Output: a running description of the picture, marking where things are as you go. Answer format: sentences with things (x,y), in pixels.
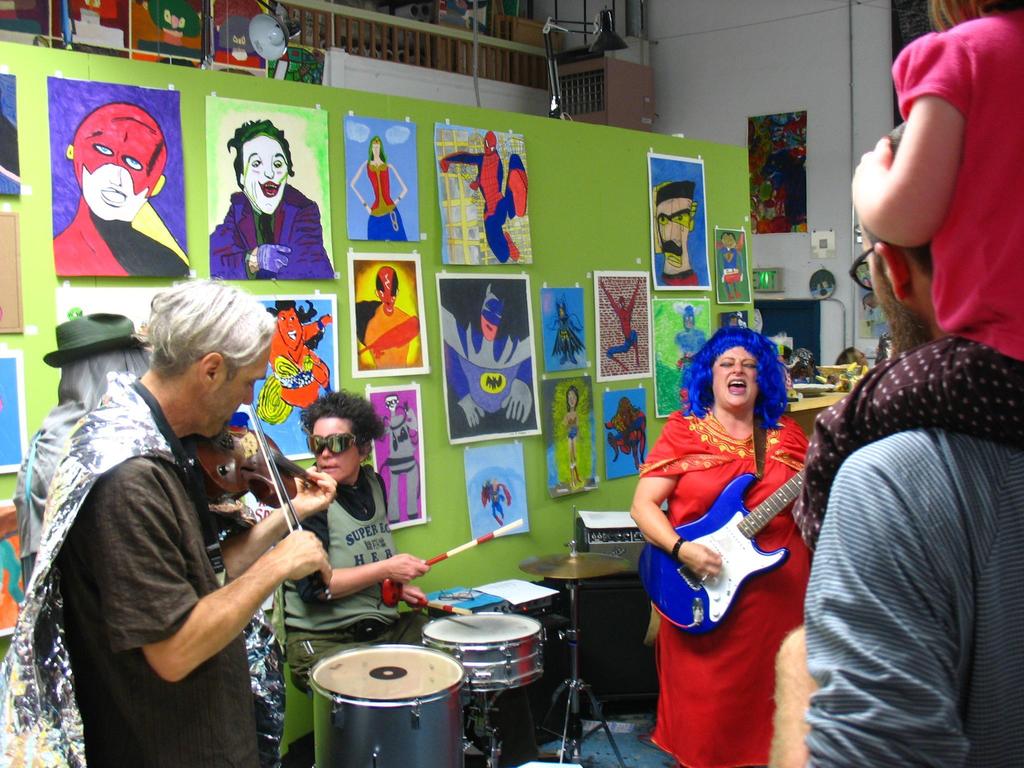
This picture shows few people (652,511) standing and playing musical instruments (688,609) we see a woman (774,531) holding a guitar (768,554) and other woman (336,646) seated and playing drums (346,667) and we see few posters (415,308) on the wall (274,283).
